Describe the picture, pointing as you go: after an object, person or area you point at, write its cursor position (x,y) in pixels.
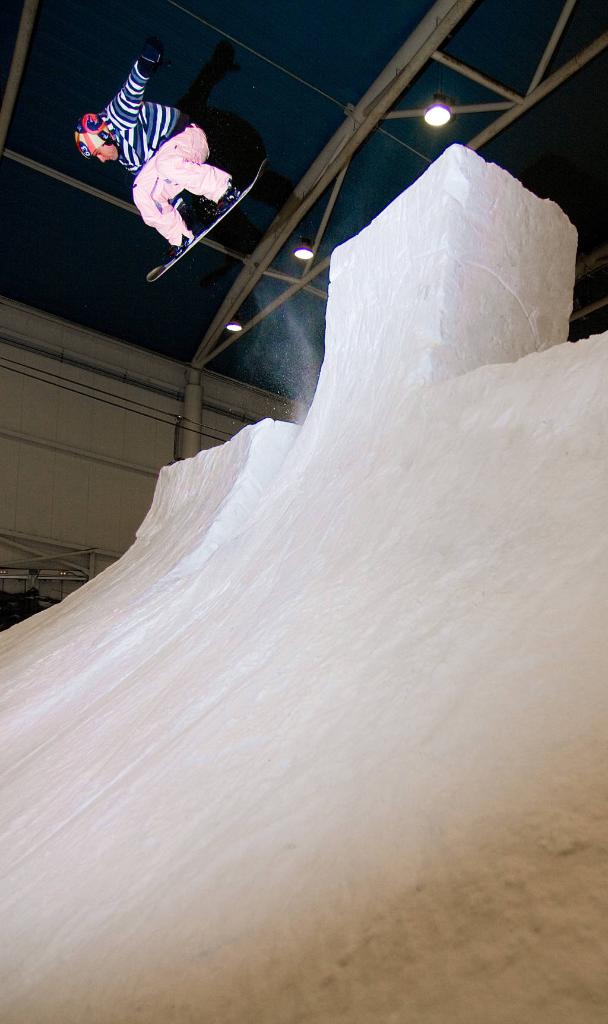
In this picture I can observe a person (134,145) on the skiing board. In the middle of the picture (253,480) I can observe snow ramp (259,697). In the background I can observe wall (120,431).
